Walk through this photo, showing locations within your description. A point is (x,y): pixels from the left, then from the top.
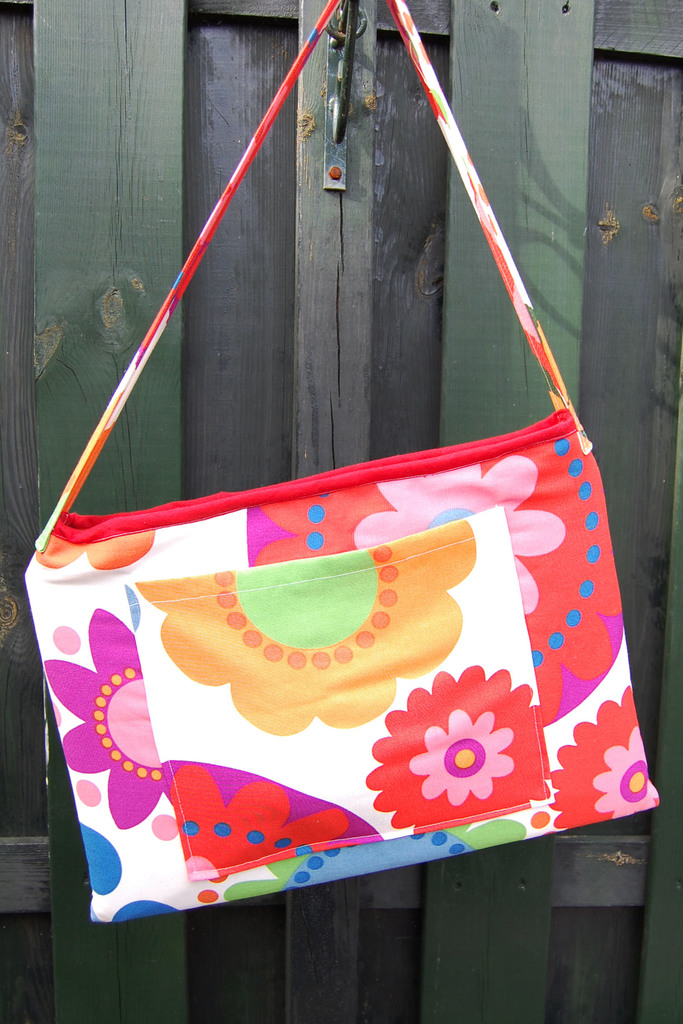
A colorful bag (101,568) hangs on to a wall (399,376) is shown in the picture.
